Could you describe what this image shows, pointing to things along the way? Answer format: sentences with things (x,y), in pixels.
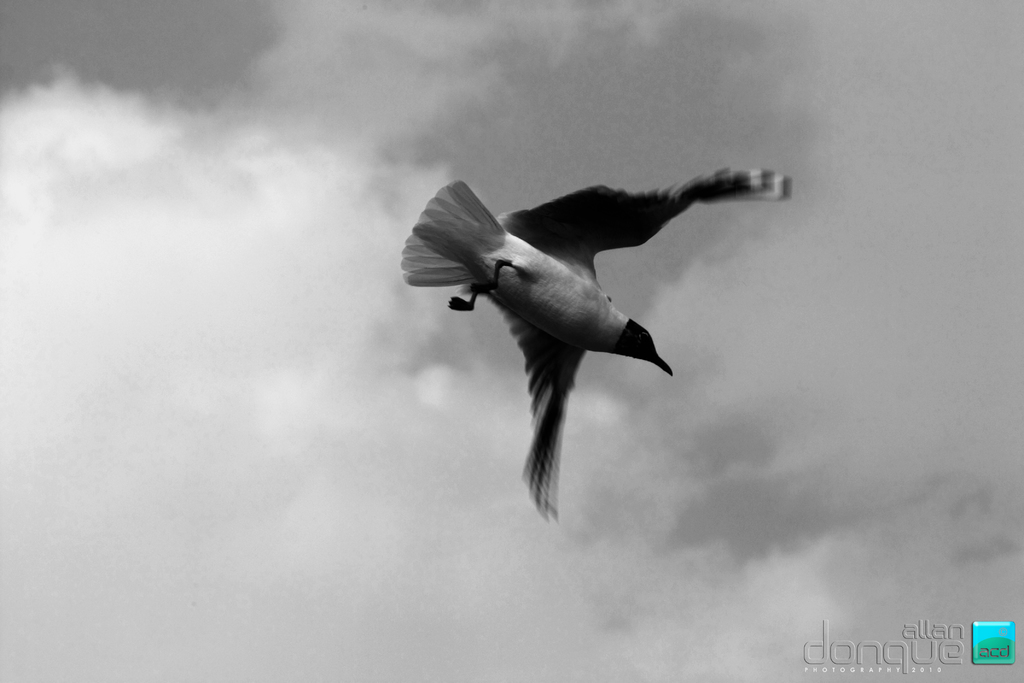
This is a black and white image where we can see a bird (538,284) is flying in the air (599,564). In the background (658,51), we can see the sky (821,145) with clouds (247,633) and here we can see the watermark (1003,645) on the bottom right side of the image (954,640).
